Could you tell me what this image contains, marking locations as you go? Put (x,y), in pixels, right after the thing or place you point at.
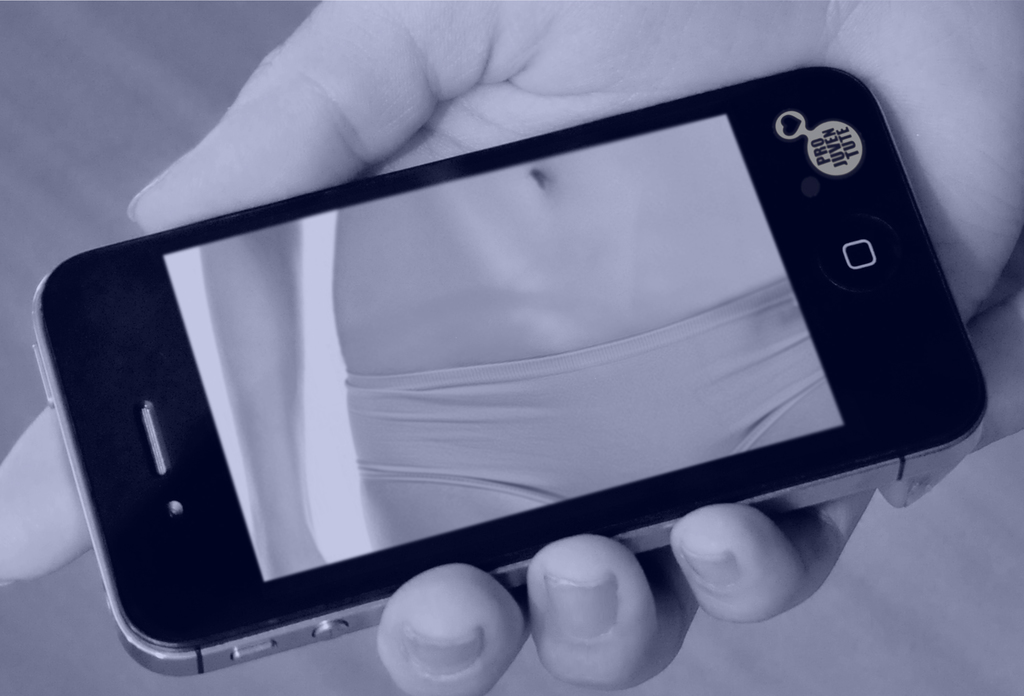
In this image there is a mobile phone (451,458) on the person's hand (491,117).
